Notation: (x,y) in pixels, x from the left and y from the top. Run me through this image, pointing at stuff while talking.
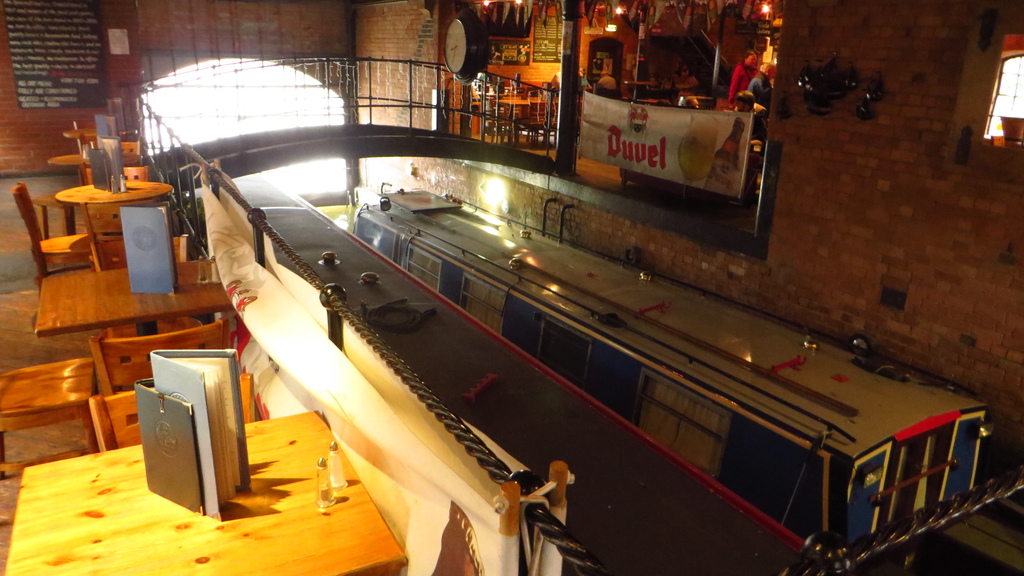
In this image we can see inside of a building (19,154). On the left side (52,496), we can see few tables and chairs (91,366). On the tables (130,190) we have few objects (137,255). In the background (407,37), we can see a bridge (194,92) and a wall (200,43). In the top left (95,60), we can see a board (40,79) on the wall (3,127) and on the board (54,78) we have some text (37,97). On the right side (918,137) we have a wall (926,135), window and a banner (602,114). At the top (752,97) we can see few persons (743,107), tables (686,97) and a clock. In the bottom right (1005,489) we can see a barrier (951,496).
